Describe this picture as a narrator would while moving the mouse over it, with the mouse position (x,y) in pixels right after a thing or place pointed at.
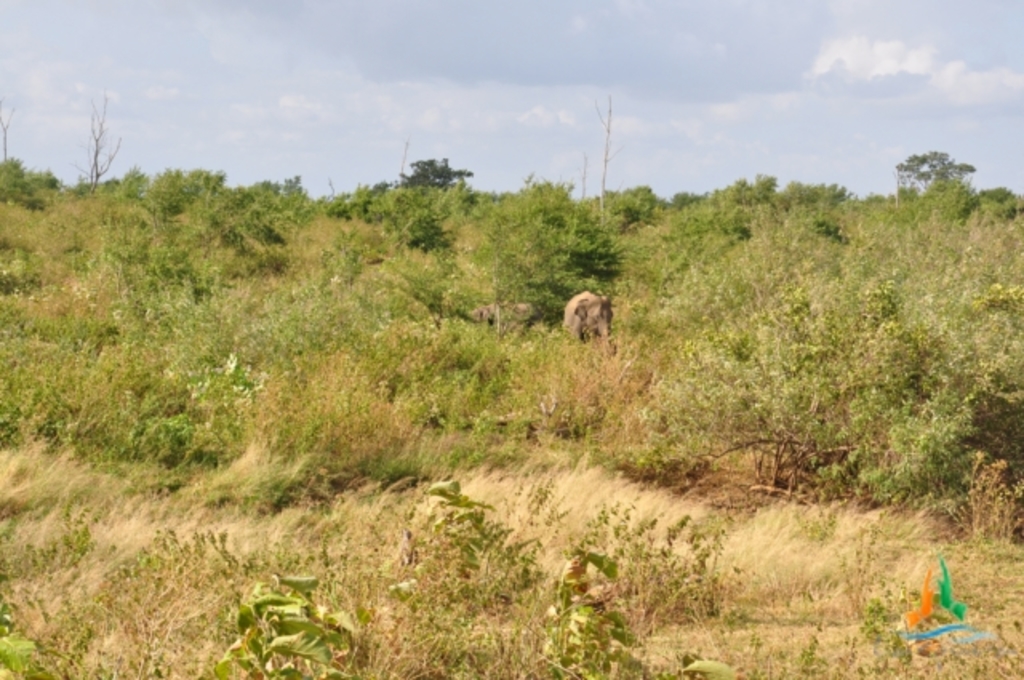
In the image we can see there are plants (463,405) and trees (171,178) on the ground (529,537). There is a cloudy sky (520,90).
